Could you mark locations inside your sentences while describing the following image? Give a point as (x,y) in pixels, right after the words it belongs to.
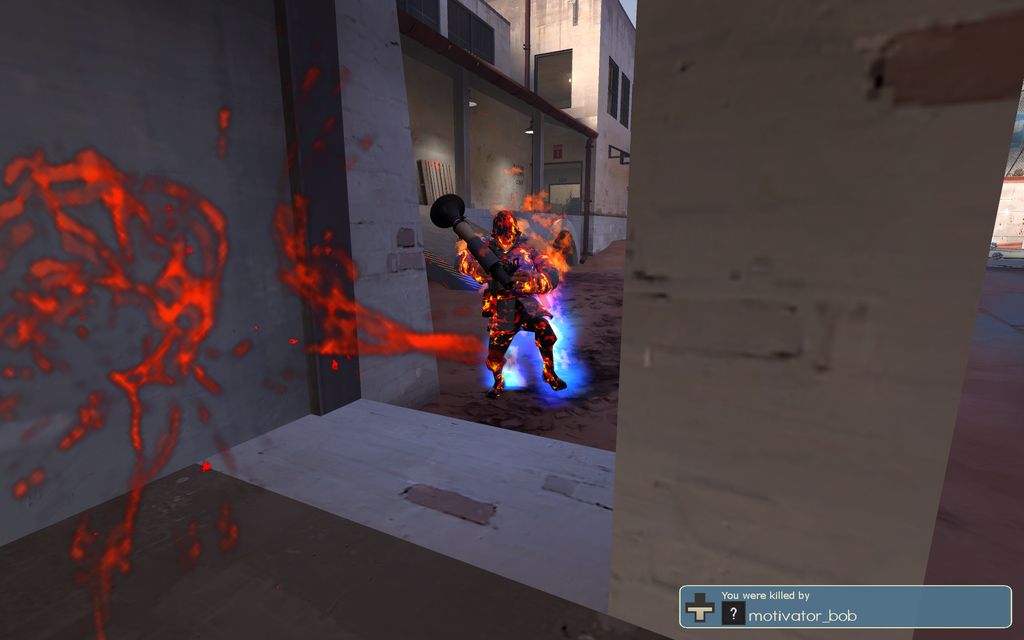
In this image I can see the animated image of the person (494,324) which is in red and black color and the person (460,257) holding the rocket launcher (449,213). I can see the red color splatter (6,320) in the front (146,393). In the back (523,116) I can see the lights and the building (486,127).
